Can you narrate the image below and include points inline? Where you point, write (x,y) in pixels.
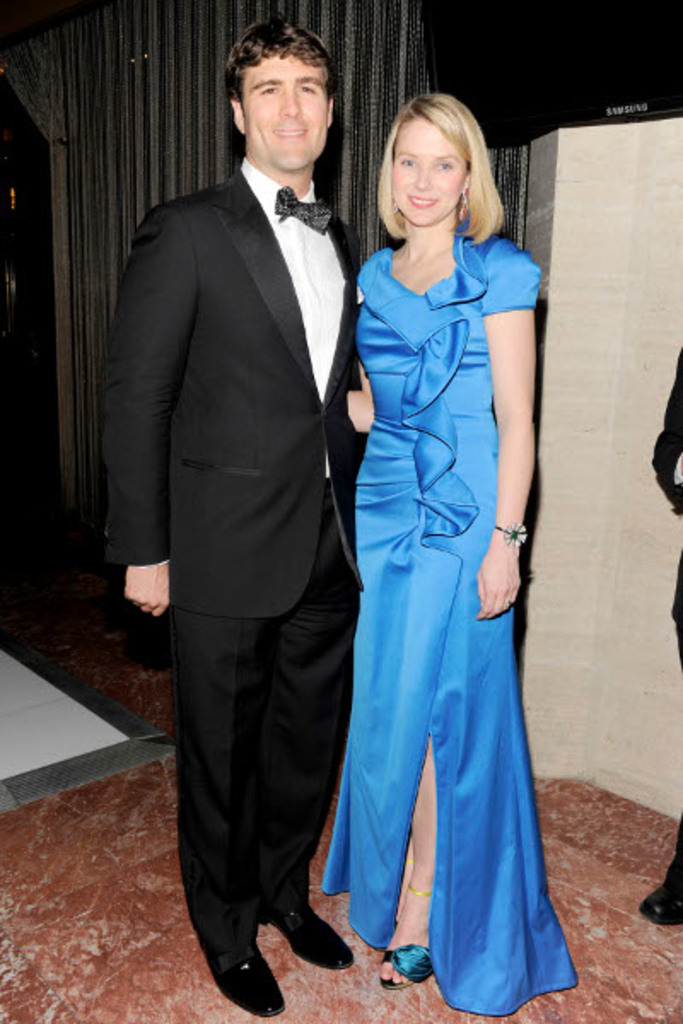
In this image we can see a man (337,287) and woman (406,634). They are standing. In the back (146,118) there are curtains (393,83). Also there is a wall (609,412).
